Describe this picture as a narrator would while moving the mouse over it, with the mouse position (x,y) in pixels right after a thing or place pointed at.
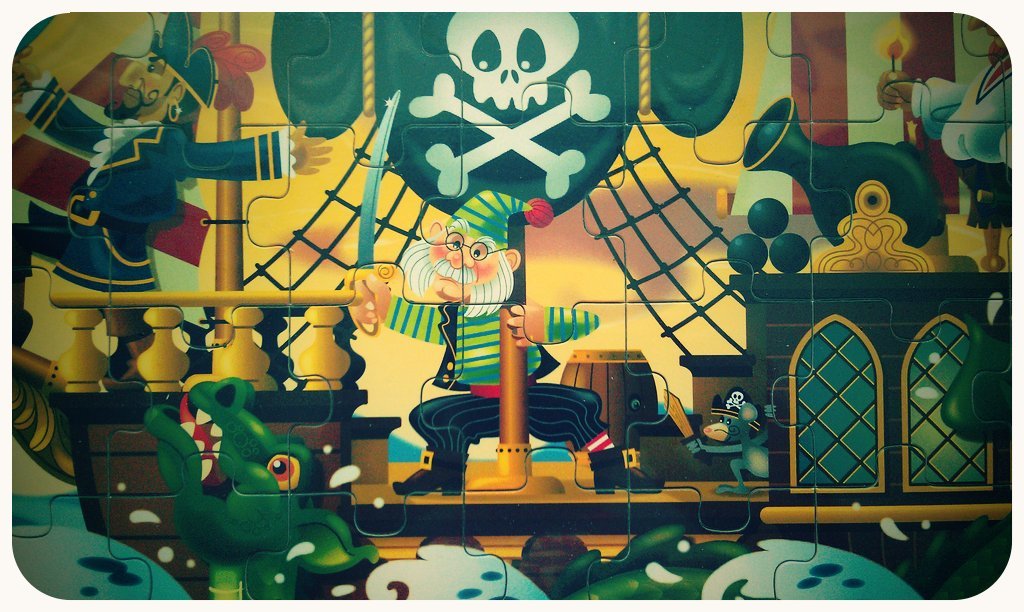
In the picture I can see puzzle game (477,309). On this puzzle cards (504,378) I can see picture of cartoon characters (379,312) and some other objects (502,423).
